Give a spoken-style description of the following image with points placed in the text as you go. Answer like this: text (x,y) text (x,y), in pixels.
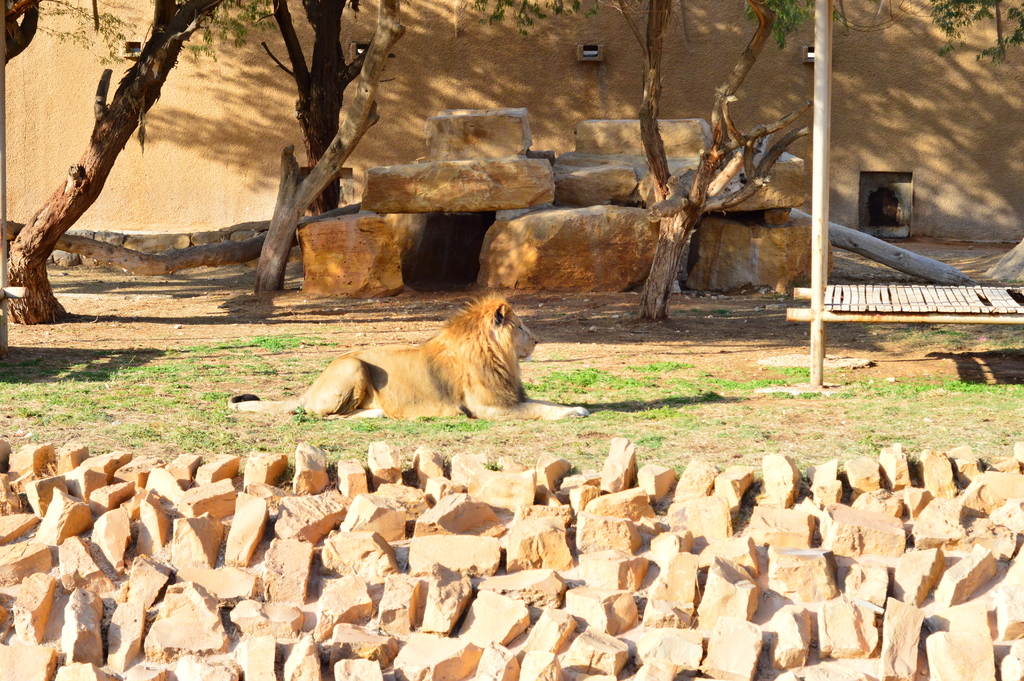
At the bottom (540,485) there are stones (528,571), in the middle (501,408) a lion (489,418) is sitting on the floor (598,410). There are trees (647,83) at here, at the back side (606,85) there is the wall (630,110) in this image.
